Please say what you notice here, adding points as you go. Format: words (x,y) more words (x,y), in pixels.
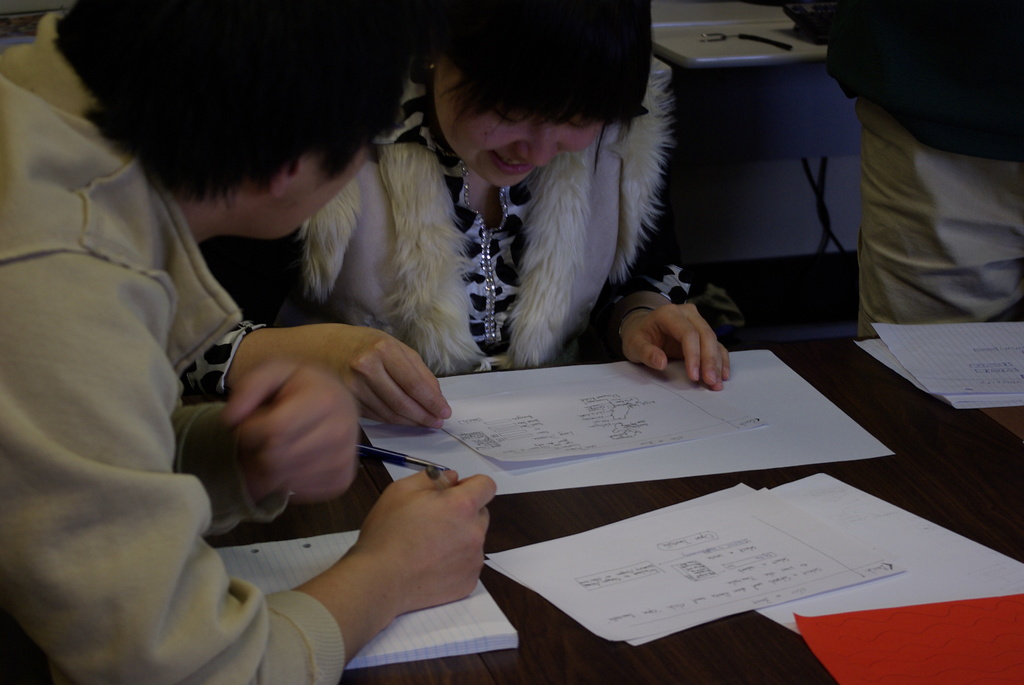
In this image there are a few people (509,221) sitting and standing, in front of them there is a table (439,673). On the table (688,642) there is a book (247,573) and few papers (756,448), one of them is holding a pen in his hand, behind them there is an object (754,34) on the other table (745,59).
